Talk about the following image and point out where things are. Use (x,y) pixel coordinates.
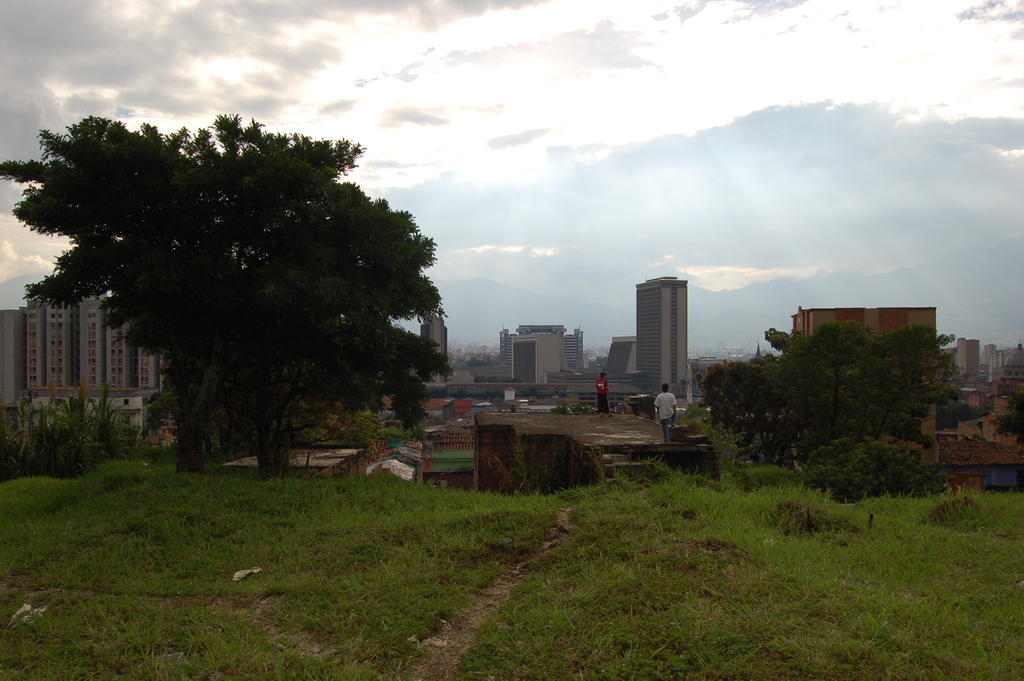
This image consists of a tree (288,390). At the bottom (463,554), there is green grass (533,602). In the middle (632,452), there are two persons (601,410) standing on the structure (560,426). In the background (15,329), there are many buildings (665,362). At the top (679,63), there is a sky (578,55).
